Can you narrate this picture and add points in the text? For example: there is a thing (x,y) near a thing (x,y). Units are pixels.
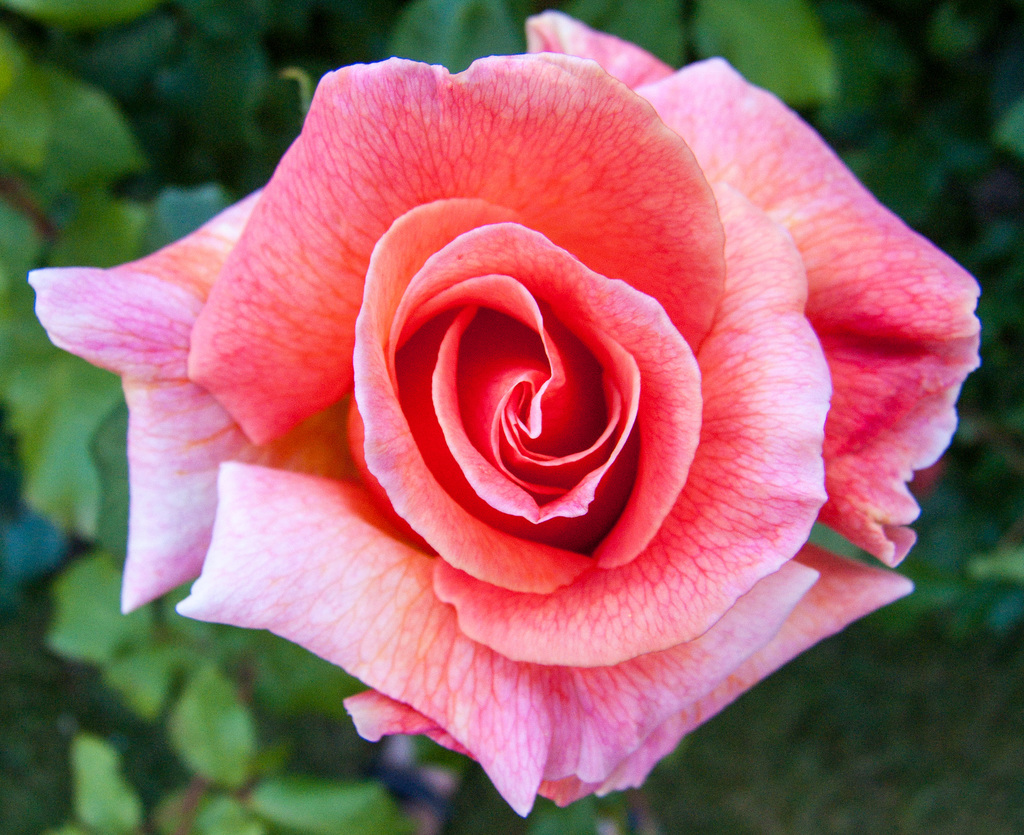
In this image we can see a rose flower (305,558) and in the background (792,103), we can see some plants (108,179).
